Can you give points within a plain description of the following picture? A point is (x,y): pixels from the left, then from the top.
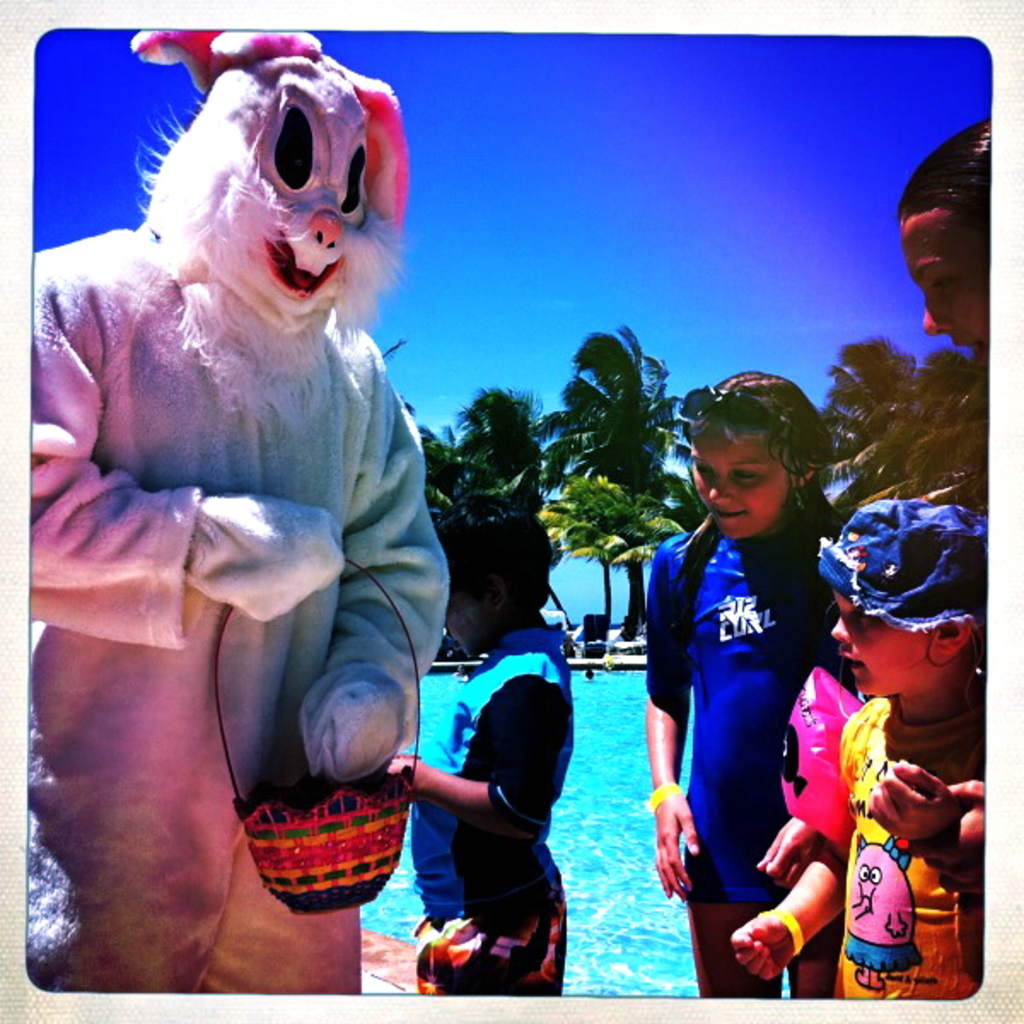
On the left side (157,510) we can see a person (135,326) wearing a costume (169,523) is holding a basket (322,799). Near to him there are children (879,628) and a person (926,289). One child (887,577) is wearing a cap (884,544) and another child (720,629) is keeping a goggles (744,409) on the head (733,402). In the back (603,743) there is water (600,806), trees (629,385) and sky (600,143).
